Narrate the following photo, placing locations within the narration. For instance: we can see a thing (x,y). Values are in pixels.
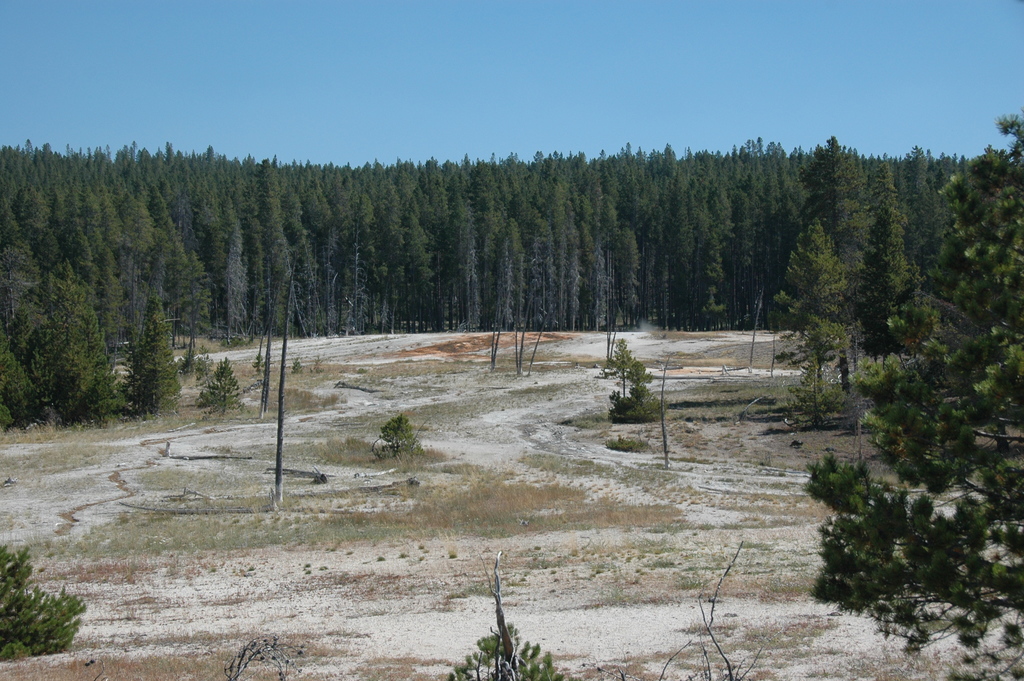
The image might be taken in a forest (527,280). In the foreground of the picture (203,635) there are trees (496,585), plants (21,600), grass (556,499) and soil (364,359). In the middle of the picture (451,229) there are trees (314,179). At the top (481,74) it is sky (649,47).
